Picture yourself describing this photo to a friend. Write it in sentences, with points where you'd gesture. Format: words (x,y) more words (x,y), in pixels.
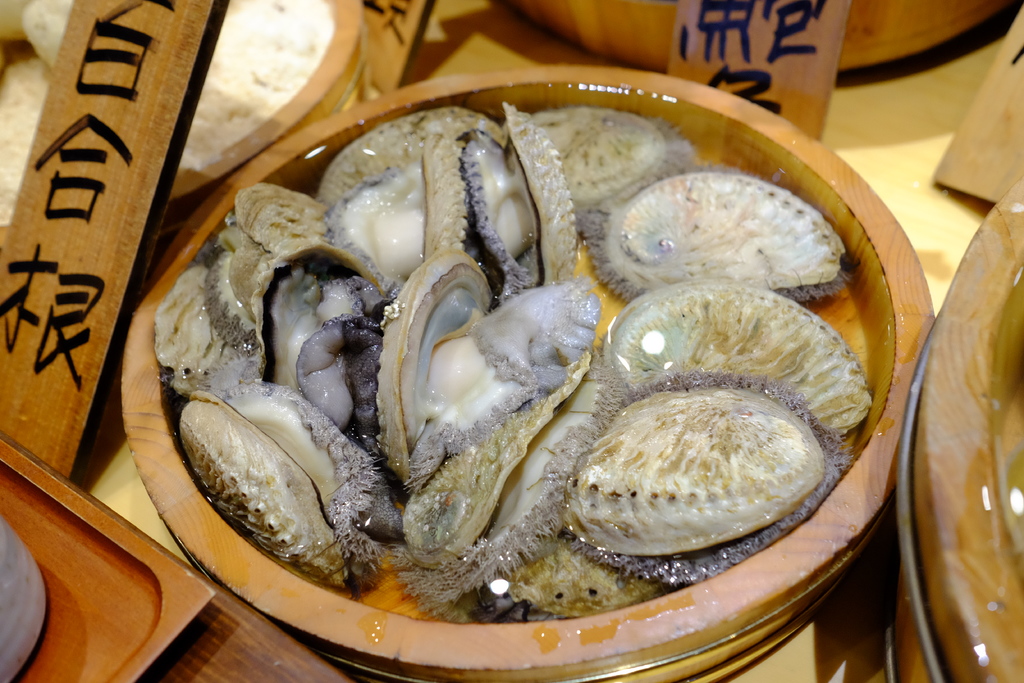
This image consists of abalones (519,414) kept in a bowl (459,624). At the bottom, there is a table (932,72). There are many bowls (921,642) made up of wood (865,21) are kept on the table (230,638) along with boards (148,245).
